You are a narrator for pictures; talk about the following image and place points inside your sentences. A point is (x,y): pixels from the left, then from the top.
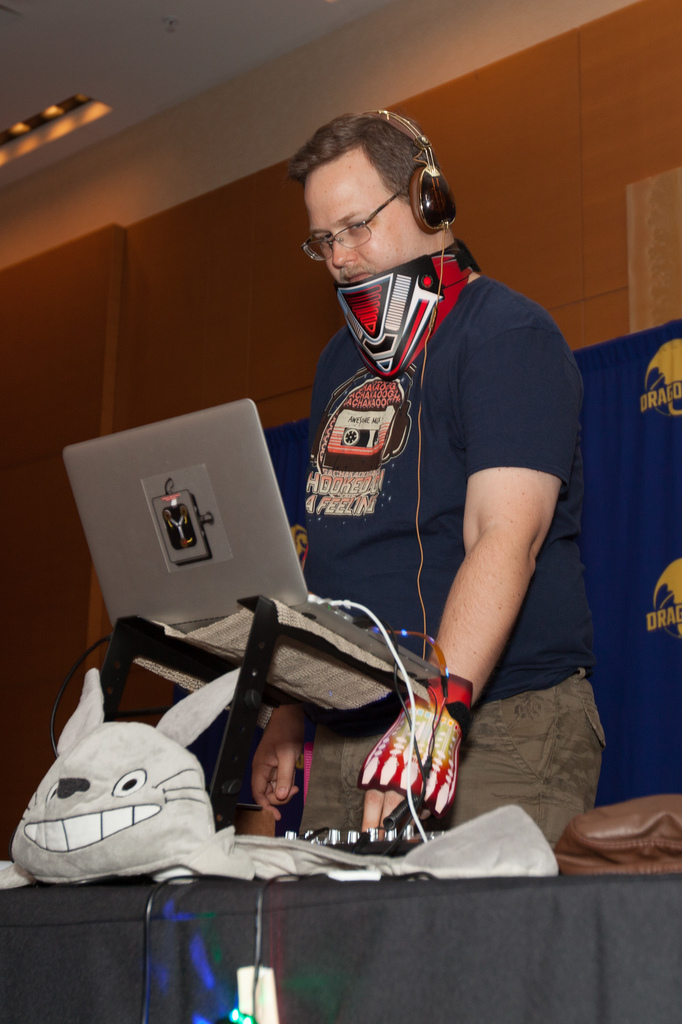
In this image we can see a man (339,439) is standing, he is wearing the headphones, in front (217,489) here is the laptop (247,439), here is the wire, here is the table (116,944), and some objects (279,844) on it, here is the wall (142,365).
